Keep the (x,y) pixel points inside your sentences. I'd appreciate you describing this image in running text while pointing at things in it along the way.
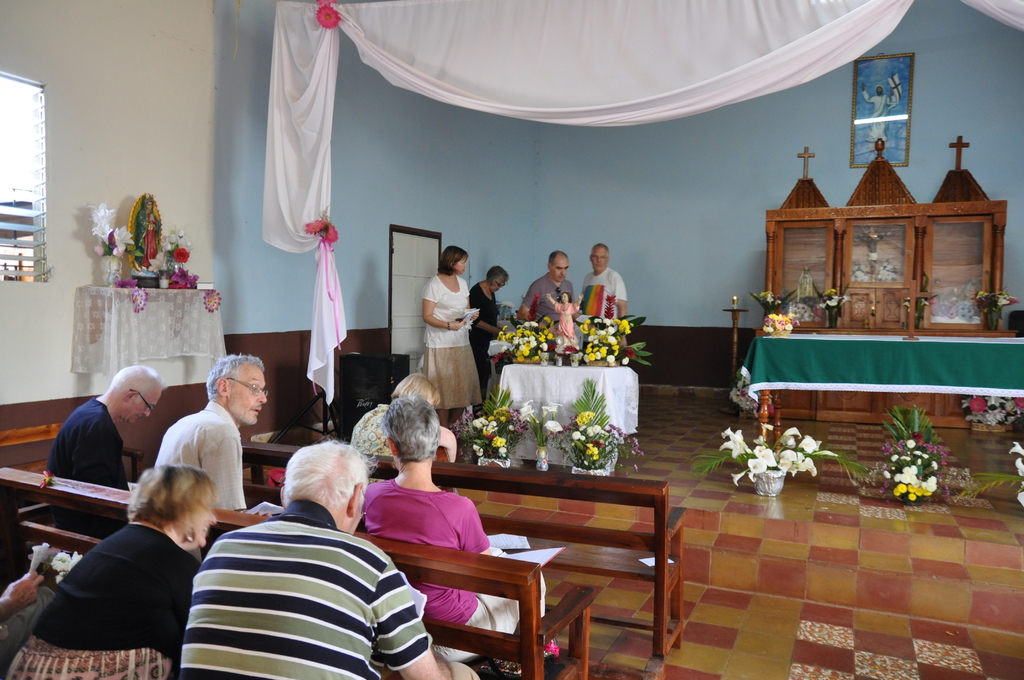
As we can see in the image there is a white color wall (181,98), table (767,356), statue (568,330), a board (396,305) and few benches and on benches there are few people (344,466) sitting and on floor (875,439) there are some bouquets (622,442).
